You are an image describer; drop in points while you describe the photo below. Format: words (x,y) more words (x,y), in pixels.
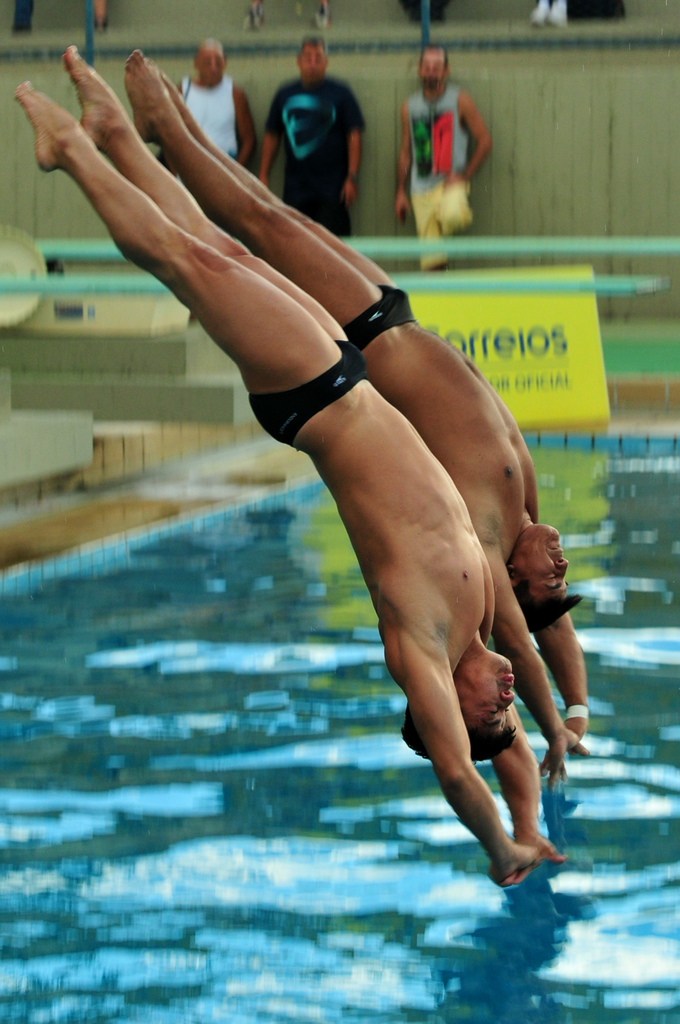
In the image two men (244,287) are jumping into a pool (375,812), behind them there are three men (426,225) standing in front of a wall (408,93) and there is a yellow banner (578,334) kept beside the pool (320,514).
